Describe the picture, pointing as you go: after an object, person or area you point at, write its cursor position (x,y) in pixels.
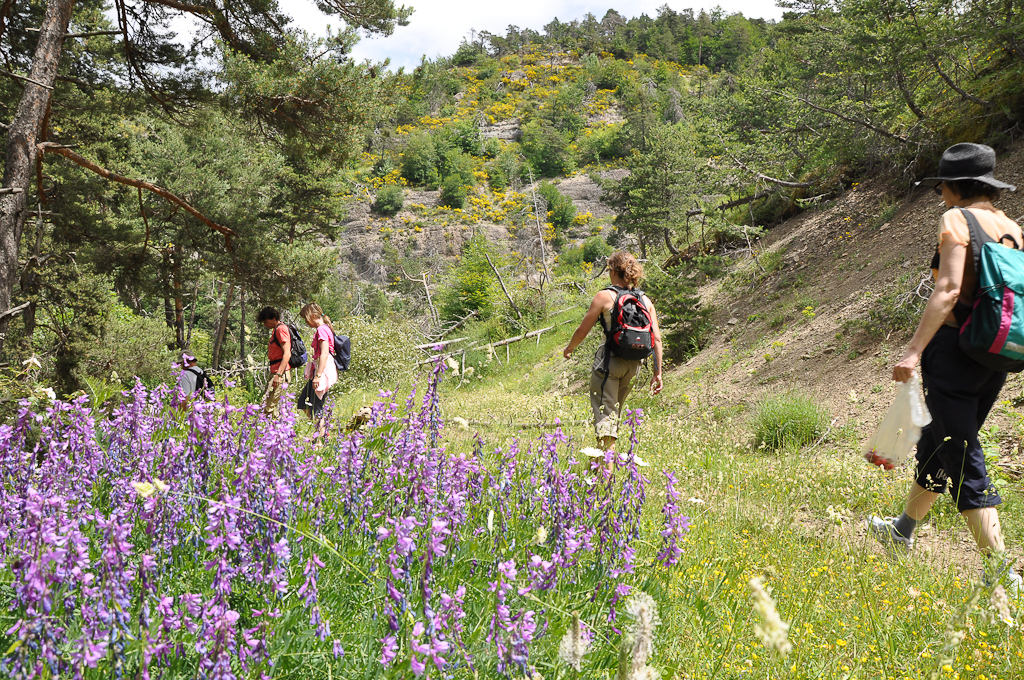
This is an outside view. Here I can see five people (200,376) wearing bags (998,318) and walking on the ground (656,462). At the bottom of the image (605,599) I can see many plants (377,599) along with the flowers (250,522). In the background (679,344), I can see many trees (169,285), plants (456,147) and hill (669,68). At the top (446,20) I can see the sky (422,33).
